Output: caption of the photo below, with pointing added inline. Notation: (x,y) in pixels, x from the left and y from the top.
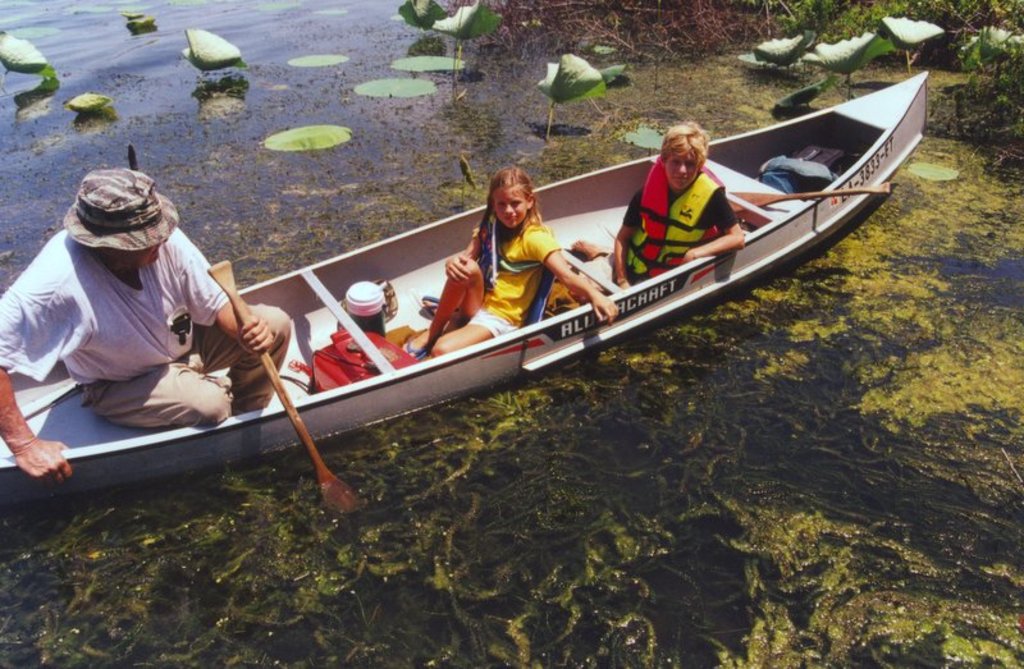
In this picture I can see three persons (2,315) sitting on the boat (322,312), which is on the water (371,463), there are paddles (284,402) and some other objects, and in the background (969,78) there are leaves (982,55) and there is grass (982,4).
